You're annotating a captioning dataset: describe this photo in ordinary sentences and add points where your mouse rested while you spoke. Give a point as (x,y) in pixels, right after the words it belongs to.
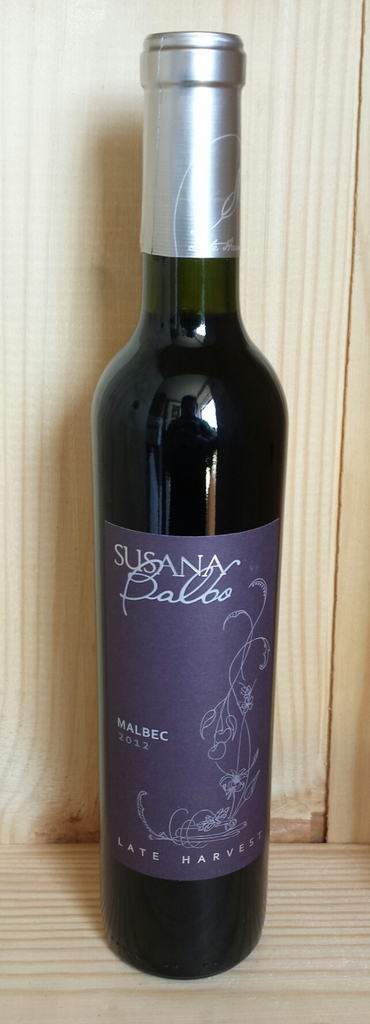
We can able to see a bottle (261,544). On this bottle (187,442) there is a reflection (194,495) of the person (187,434) standing and a sticker (165,701).
